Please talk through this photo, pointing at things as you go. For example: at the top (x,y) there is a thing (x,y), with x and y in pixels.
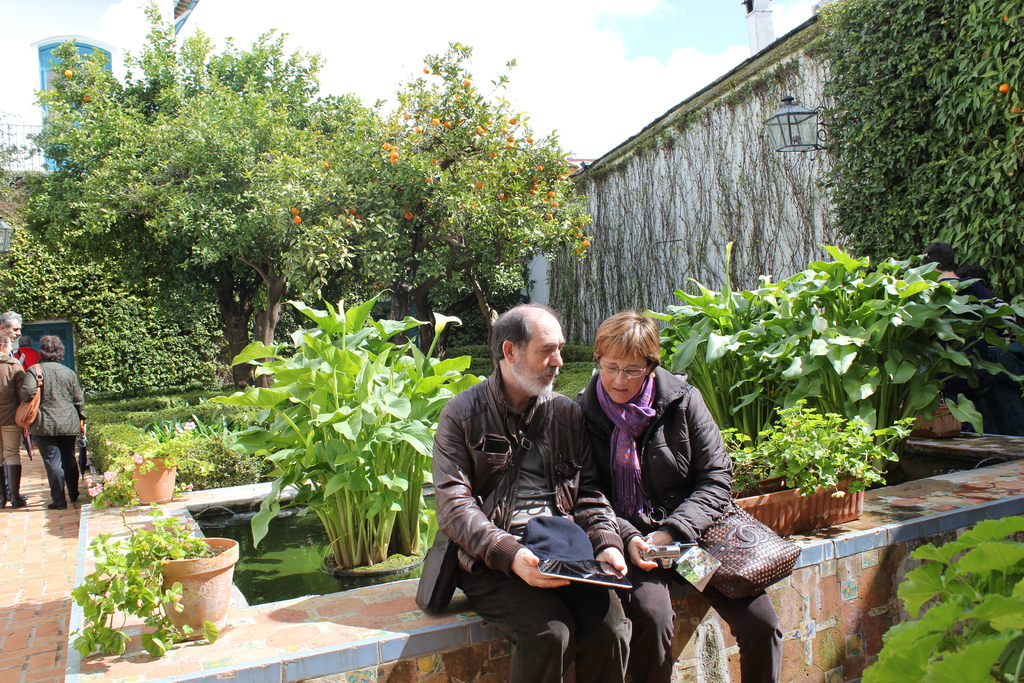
In the center of the image (455,433) there are two people (515,604) sitting. There are plants (310,404). There are trees (137,168) in the background of the image (471,189). There is a wall (720,154). To the left side of the image (6,415) there are people (57,377) standing.
